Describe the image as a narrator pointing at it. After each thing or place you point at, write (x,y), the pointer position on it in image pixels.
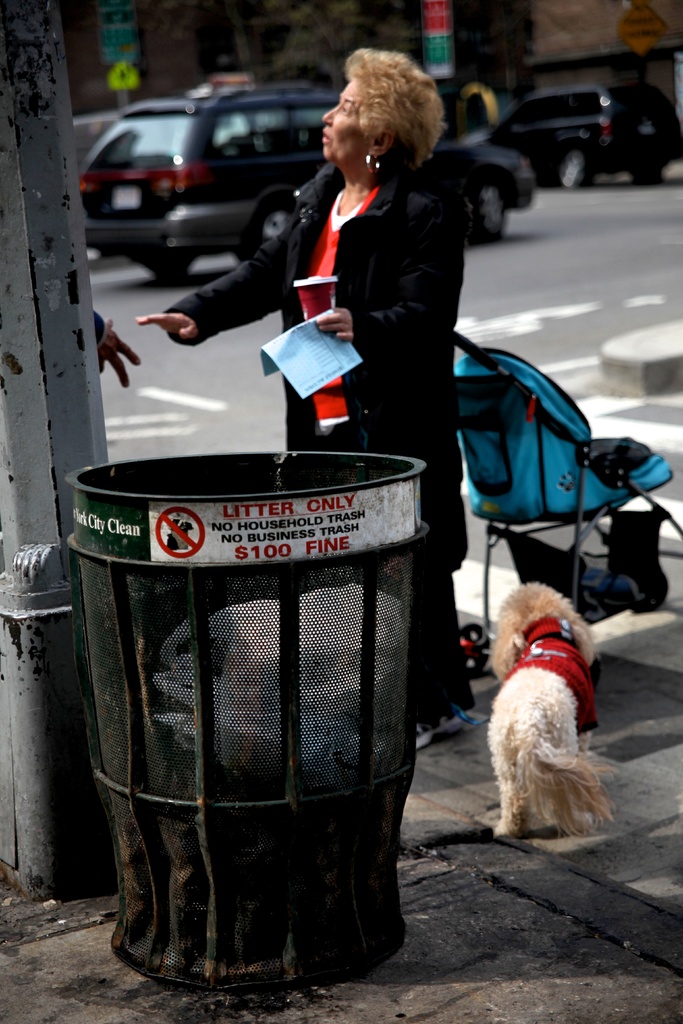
In this picture we can see a dustbin (240,580) and a cover (264,632) in it. There is a dog (575,742) on the path (486,695). We can see a woman (422,448) holding a cup (320,295) and a paper (322,364) in her hand (344,323). A baby carrier (613,580) is visible on the path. A pole (45,499) is visible on the left side (62,374). There are few cars (232,185). We can see a sign board (641,24) on the pole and a tree (301,49) in the background (323,32).
